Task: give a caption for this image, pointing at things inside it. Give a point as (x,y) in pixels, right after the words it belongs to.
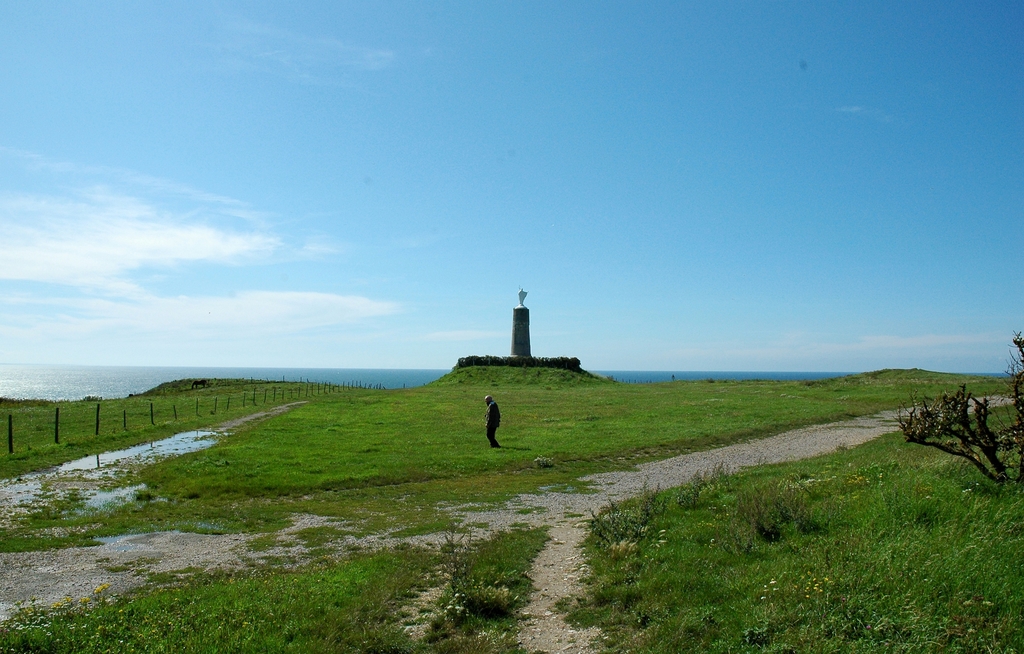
In the center of the image (494,436) we can see a person (489,422) standing. We can also see a tower (515,351) with a statue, poles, water (157,447), fence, grass (468,454), a pathway (581,523) and the sky (163,351) which looks cloudy.
